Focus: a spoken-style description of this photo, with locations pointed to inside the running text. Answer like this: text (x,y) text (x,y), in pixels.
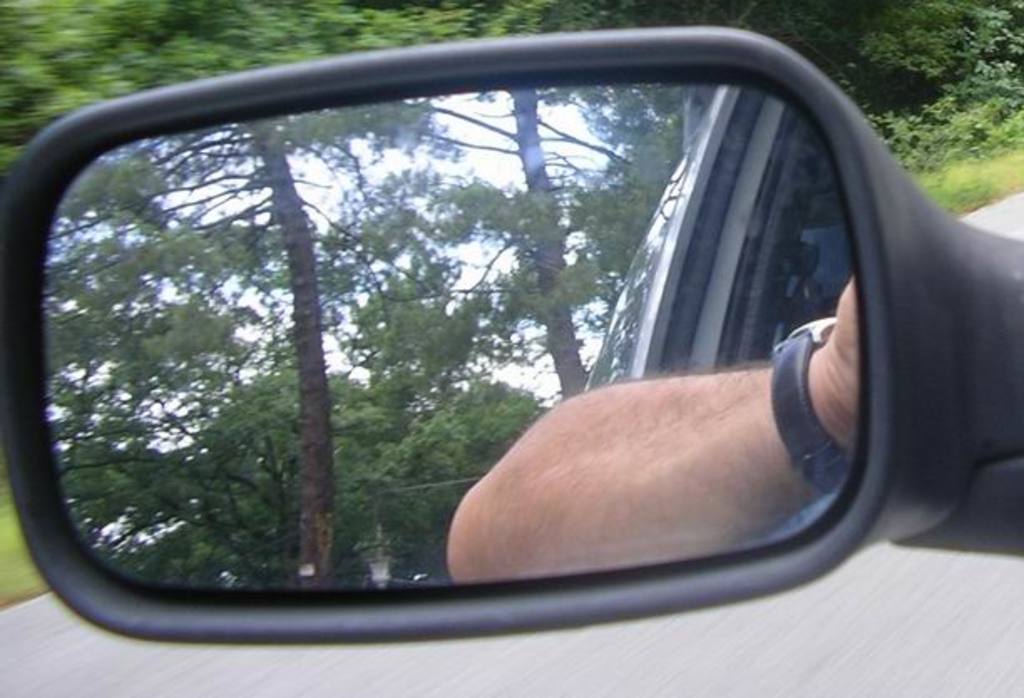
In this image there is a car mirror (121,114) in that mirror (360,475) trees (424,339) and hand (761,424) of a man (812,355) is visible, in the background (934,61) there are trees (936,107) and a road (785,662).
